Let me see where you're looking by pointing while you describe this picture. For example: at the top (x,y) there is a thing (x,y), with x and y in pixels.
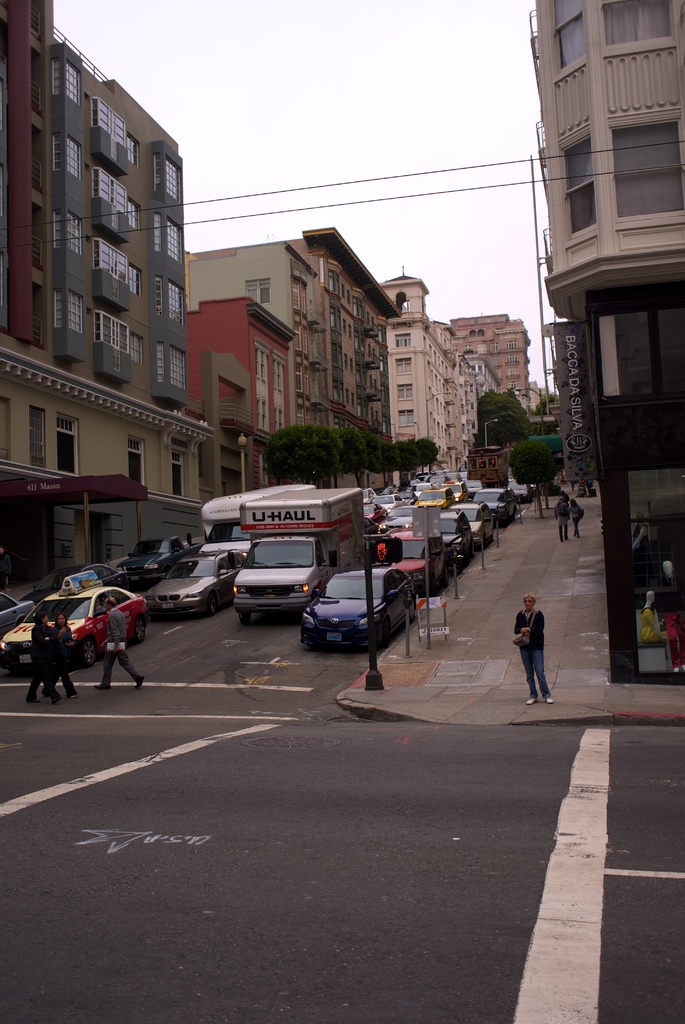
In this picture we can see some vehicles (364,504) traveling on the road (80,671), there are three persons (112,657) crossing the road (85,679), we can see a person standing here, on the right side (663,546) and left side (123,378) there are buildings (382,375), we can see trees (390,451) here, there is a pole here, we can see the sky (368,77) at the top of the picture (368,77).
